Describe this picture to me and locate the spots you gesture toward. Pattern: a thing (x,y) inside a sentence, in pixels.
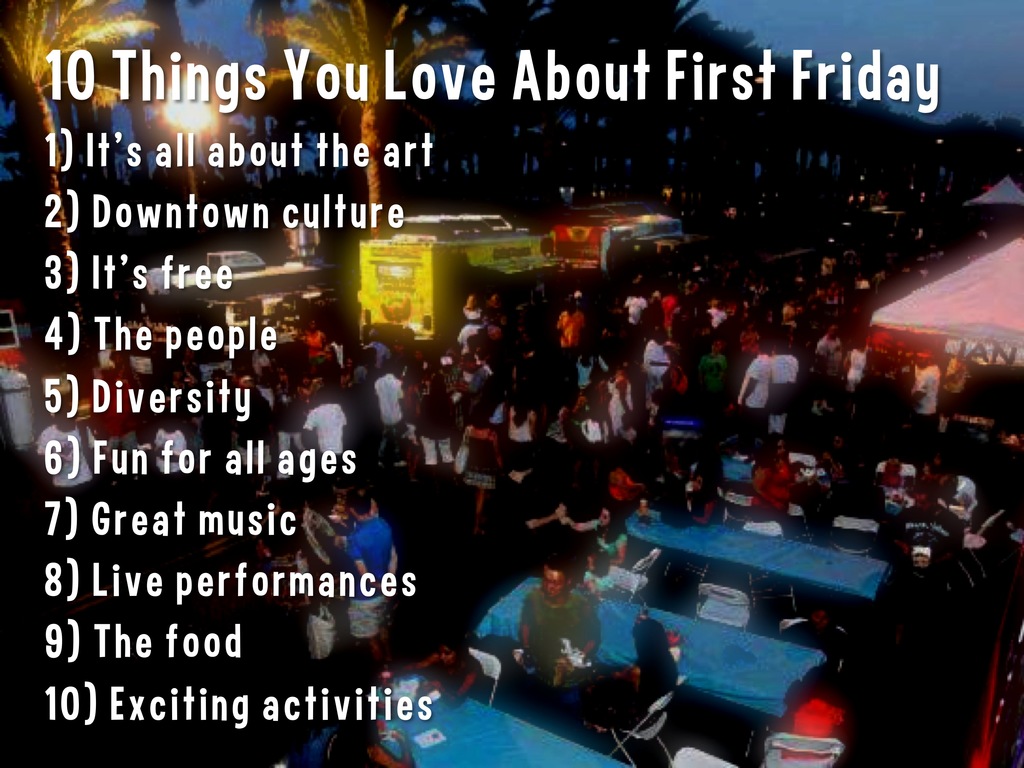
In this image I can see number of persons (617,495) are standing, few blue colored tables (557,767), few tents (988,324), few vehicles (663,228) on the road (517,688), few trees (701,132), few lights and the sky (909,30). I can see something is written on the picture with white color.
